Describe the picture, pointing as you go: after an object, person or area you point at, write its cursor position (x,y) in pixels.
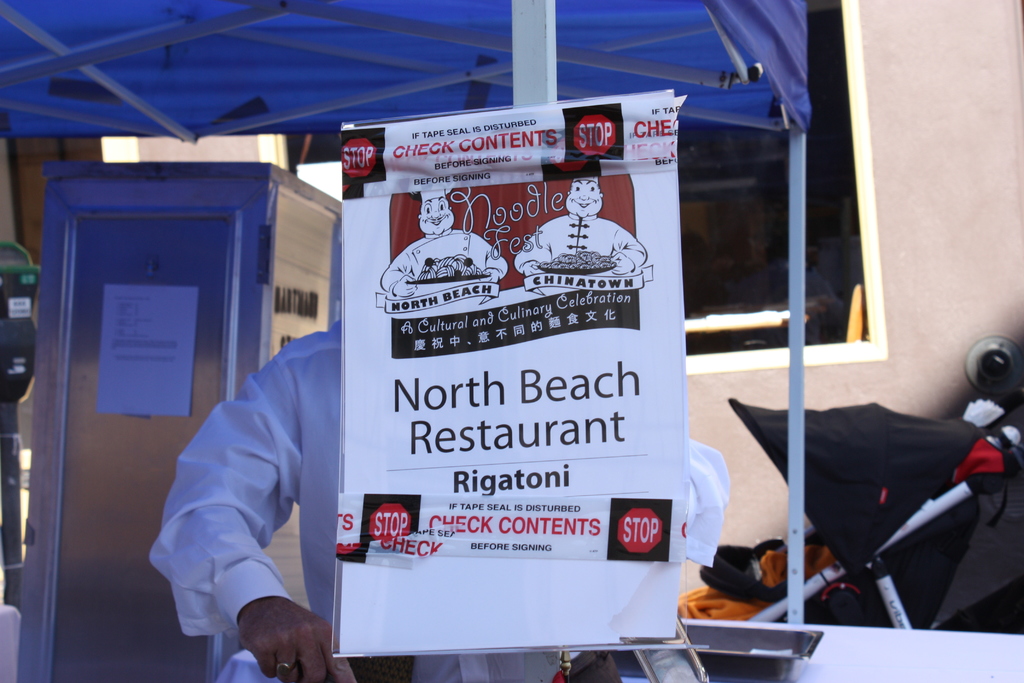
In this image I can see the banner (368,379). In the background (282,382) I can see the person (295,378) and I can also the window (774,228), tent (778,39) in blue color and few objects (871,558).
